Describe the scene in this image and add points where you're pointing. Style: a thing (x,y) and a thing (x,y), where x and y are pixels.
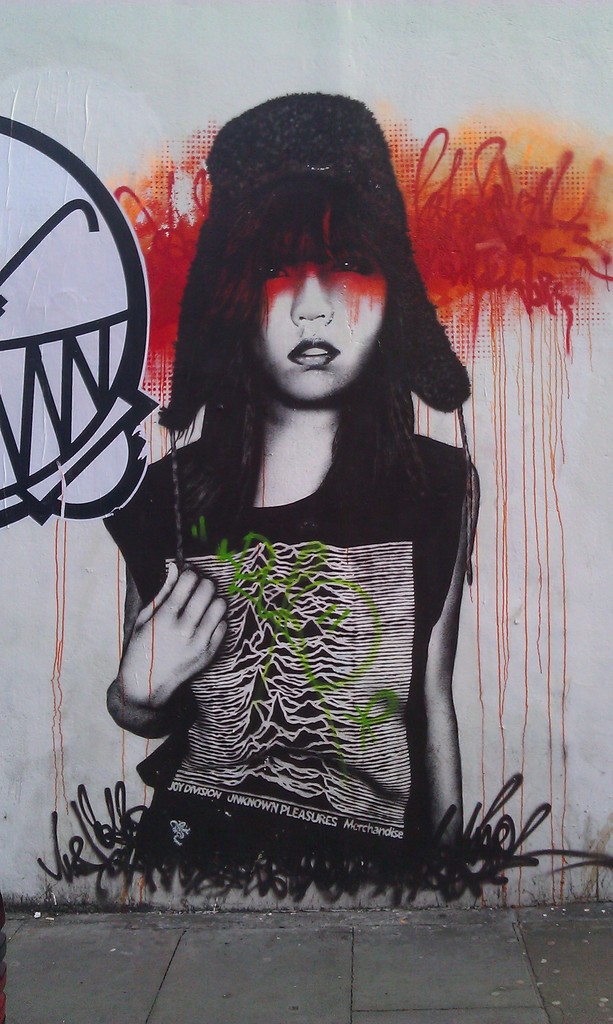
This picture contains a graffiti (336,695). At the bottom of the picture (346,948), we see the pavement (337,975). In the background (202,80), we see a white wall (323,56).
